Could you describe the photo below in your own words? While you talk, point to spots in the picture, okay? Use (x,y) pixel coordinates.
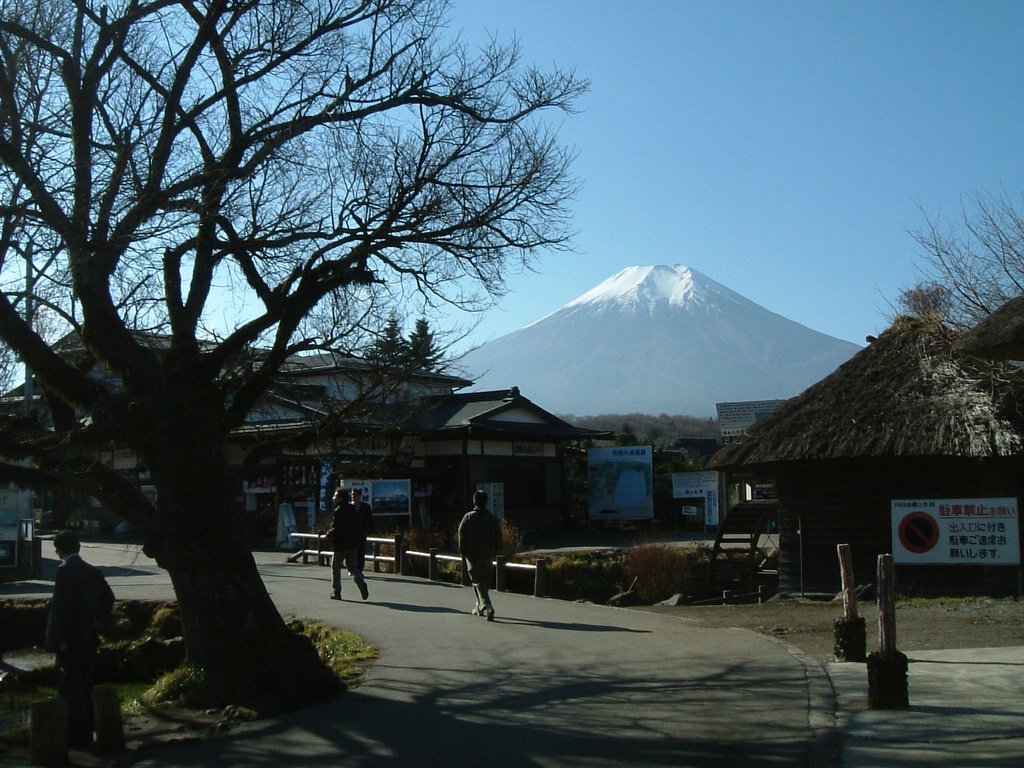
In this picture we can see few trees (168,435) and group of people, few people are walking on the road (480,677), in the background (529,515) we can find few hoardings (401,492), houses (425,466) and a hill (667,348).
